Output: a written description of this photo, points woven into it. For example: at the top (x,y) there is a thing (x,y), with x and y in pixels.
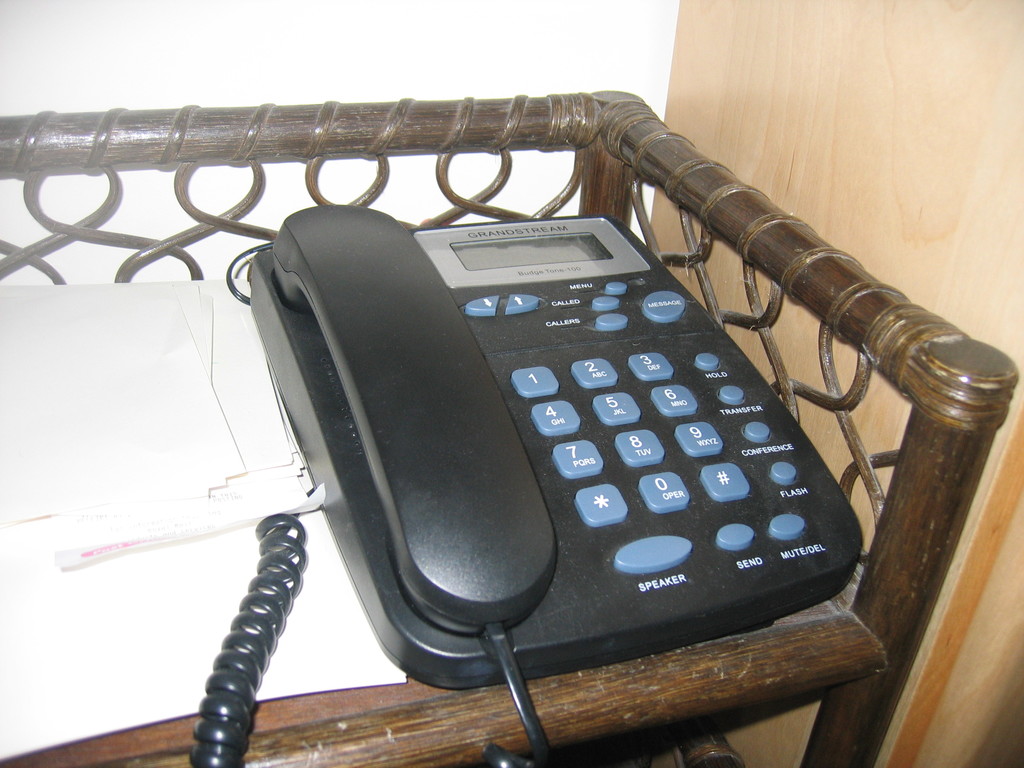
In this image, we can see a black color telephone (833,561), there are some white color papers (109,716) beside the telephone (210,750), at the right side (982,306) we can see wooden wall (859,115).
